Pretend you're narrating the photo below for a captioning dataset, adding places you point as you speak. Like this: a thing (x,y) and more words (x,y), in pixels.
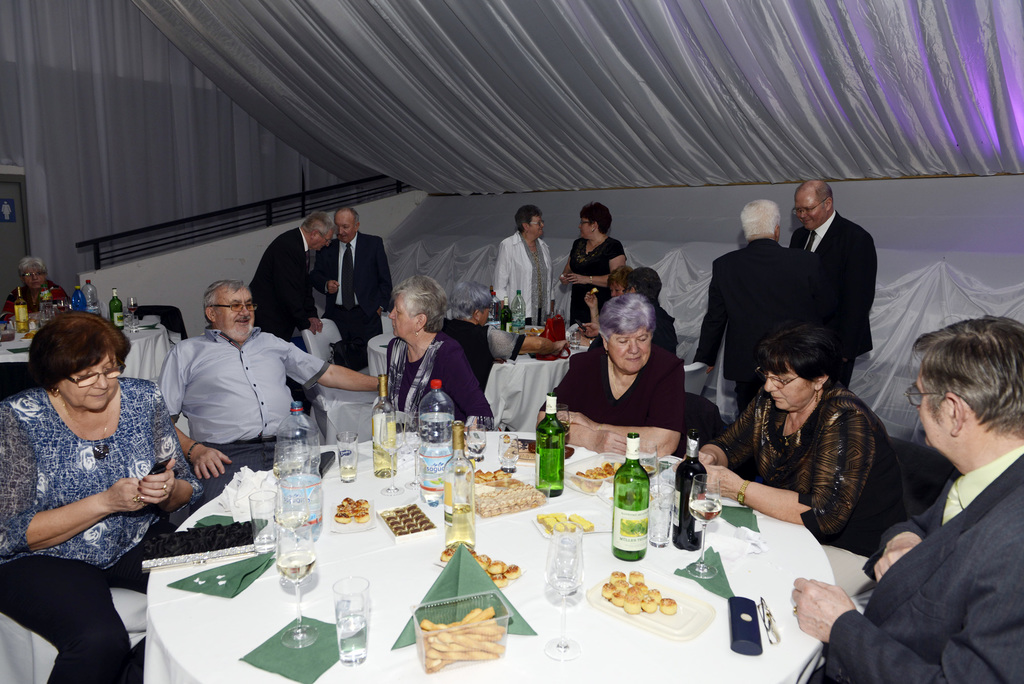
This image is clicked at the restaurant (648,496) where the group of persons (806,464) are sitting and standing. The woman (141,416) at the left side (141,416) sitting on a chair (132,601) is holding mobile (155,473). In the center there is a table (393,573) covered with a white colour cloth (220,642). On the table (574,625) there are bottles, glass (363,617), tissues (451,596) and food (462,637). In the background (464,170) there is a white colour curtain (538,44) and persons (342,265) standing.
